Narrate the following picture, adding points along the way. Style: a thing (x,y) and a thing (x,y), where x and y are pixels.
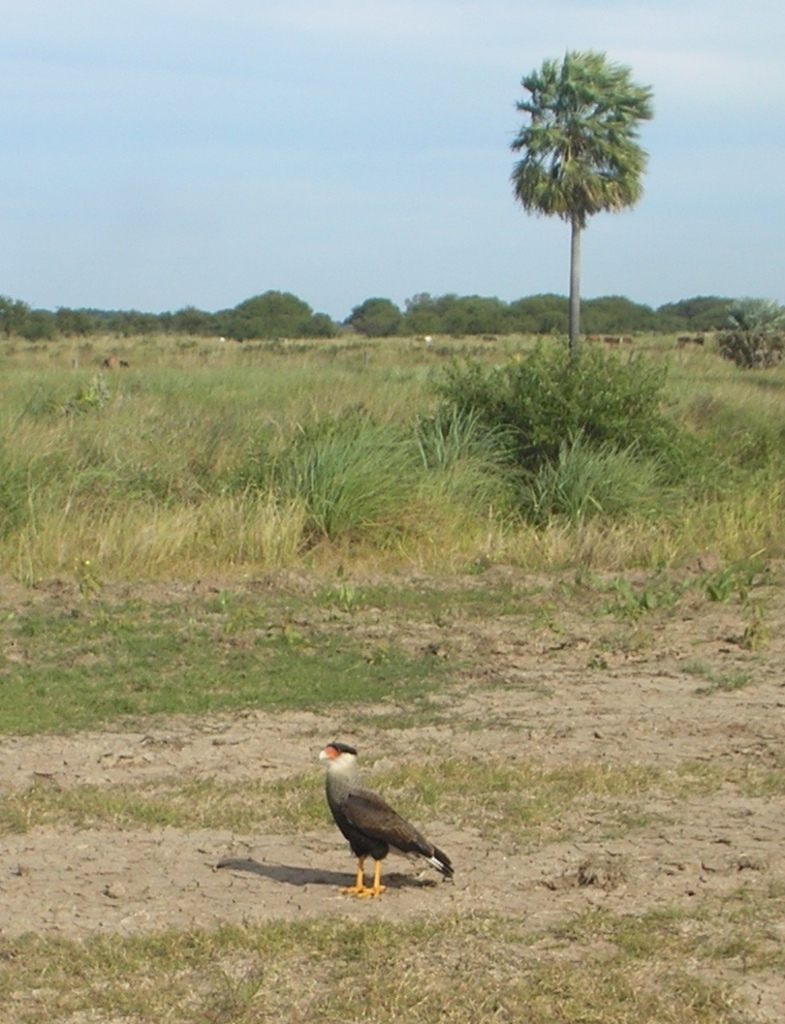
In the center of the image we can see a bird (349,840). In the background (144,452) there is grass (349,454), trees (482,320) and sky (338,220).
